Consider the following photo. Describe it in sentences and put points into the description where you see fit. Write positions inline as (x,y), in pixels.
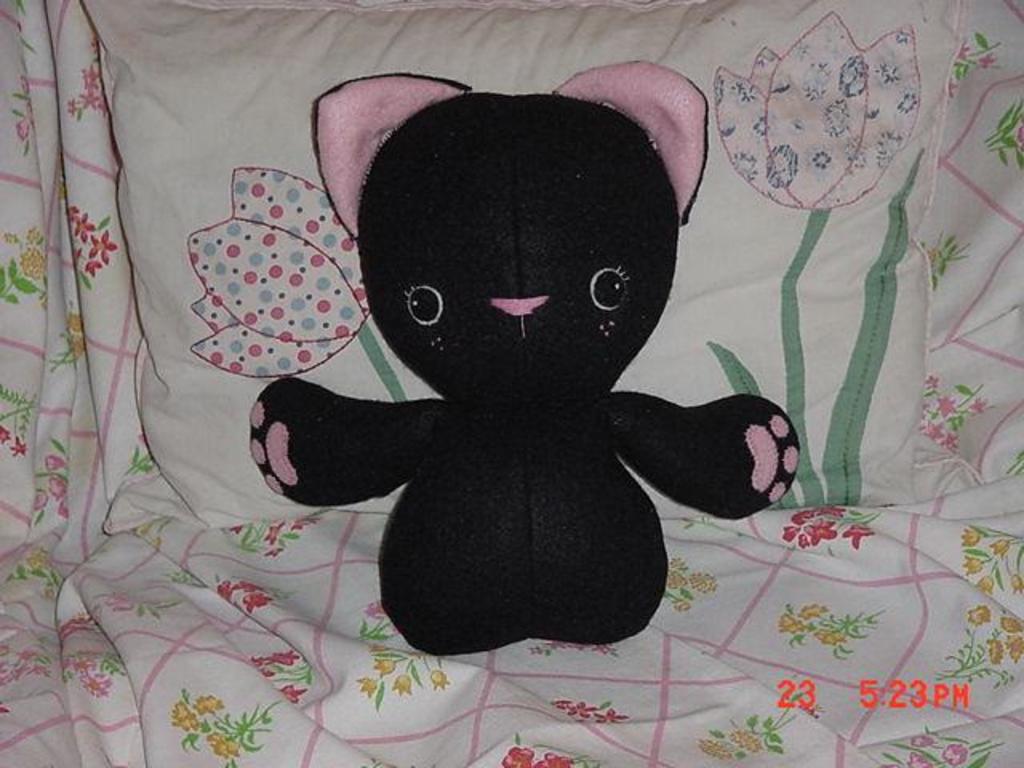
In this image in the center (453,396) there is one toy (410,359), at the bottom (669,648) there is blanket (825,540) and one pillow (856,446). At the bottom of the image (815,694) there is text (861,707).
